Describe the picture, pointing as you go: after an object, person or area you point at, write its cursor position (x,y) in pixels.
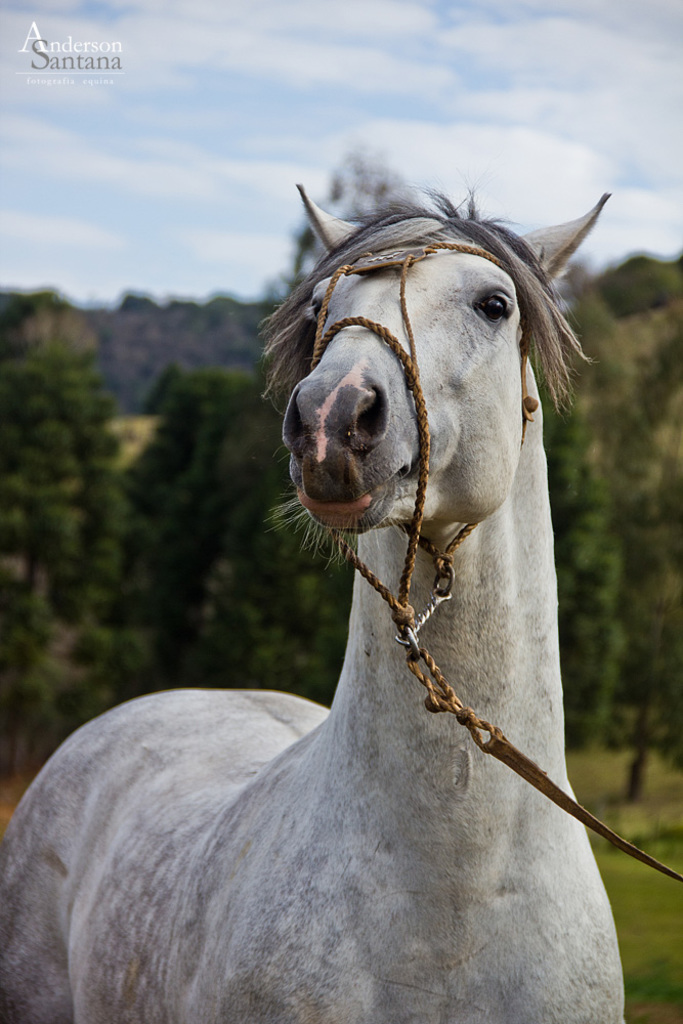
In this image we can see a horse (396,481) with the belt (513,766). In the background (189,631) we can see the trees (628,428), ground (621,853) and also the sky (229,163) with the clouds (646,92). We can also see the text (44,67).
